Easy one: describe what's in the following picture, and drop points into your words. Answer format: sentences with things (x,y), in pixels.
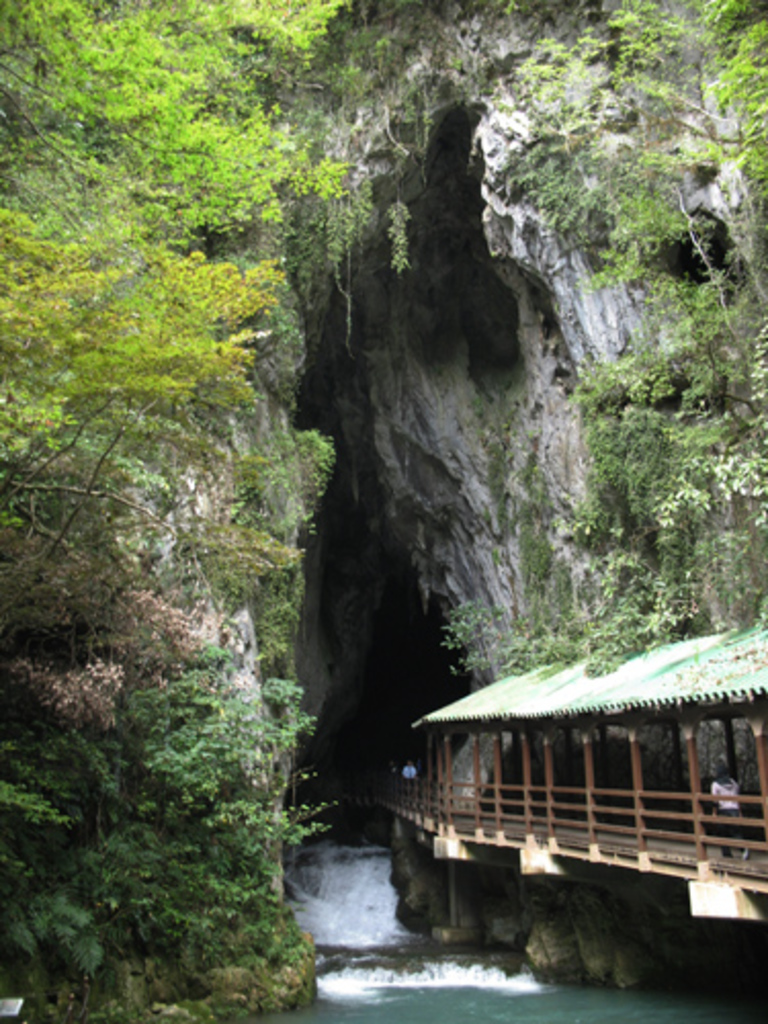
This image is taken outdoors. At the bottom of the image (474,980) there is a lake (390,992) with water (366,886). On the right side of the image (623,775) there is a hut (588,742) and there are a few trees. In the middle of the image (310,638) there is a big rock (314,319) and there are a few trees (78,0) and plants (64,204).
